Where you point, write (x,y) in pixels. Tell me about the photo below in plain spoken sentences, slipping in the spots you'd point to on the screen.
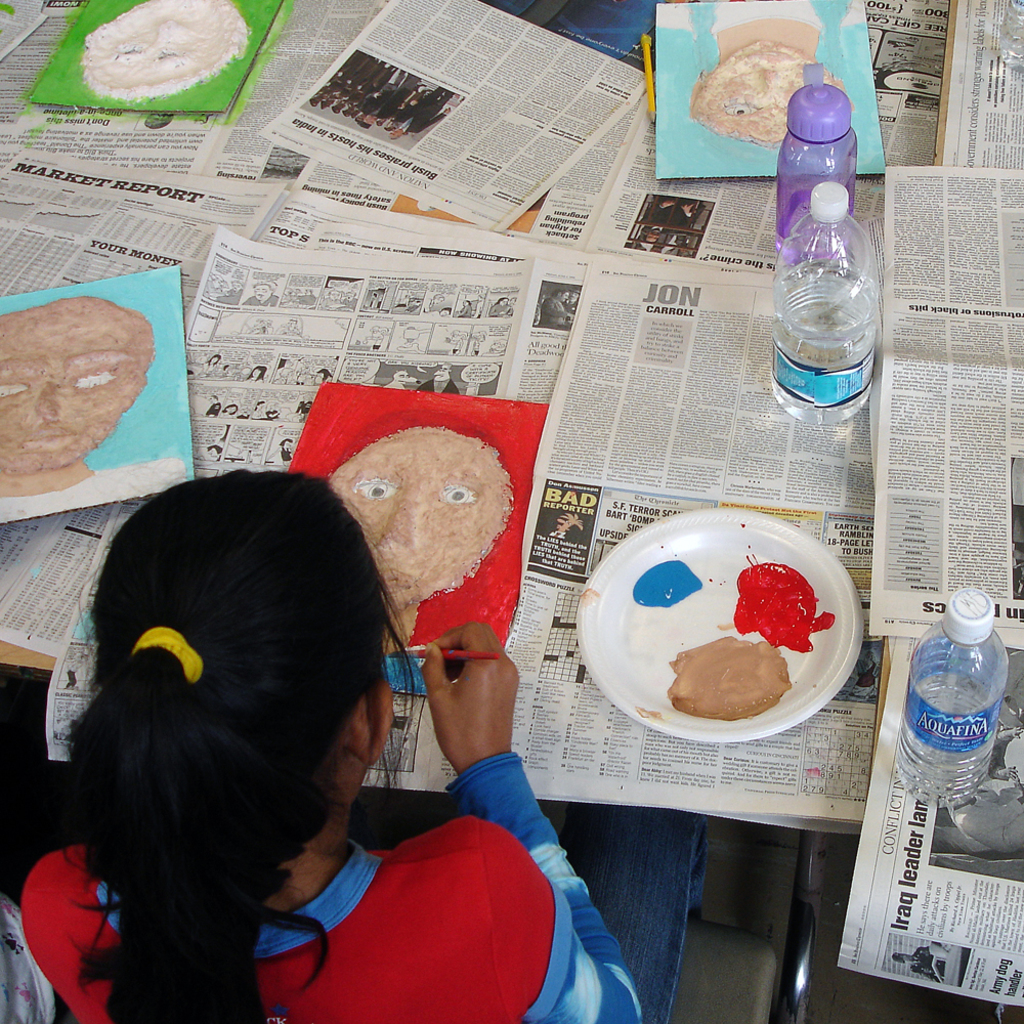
In this picture there is a girl (141,945) sitting and painting, there are water bottles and a plate (760,519) of colors (813,622) provided and also there are many paintings (527,445) kept on the table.
